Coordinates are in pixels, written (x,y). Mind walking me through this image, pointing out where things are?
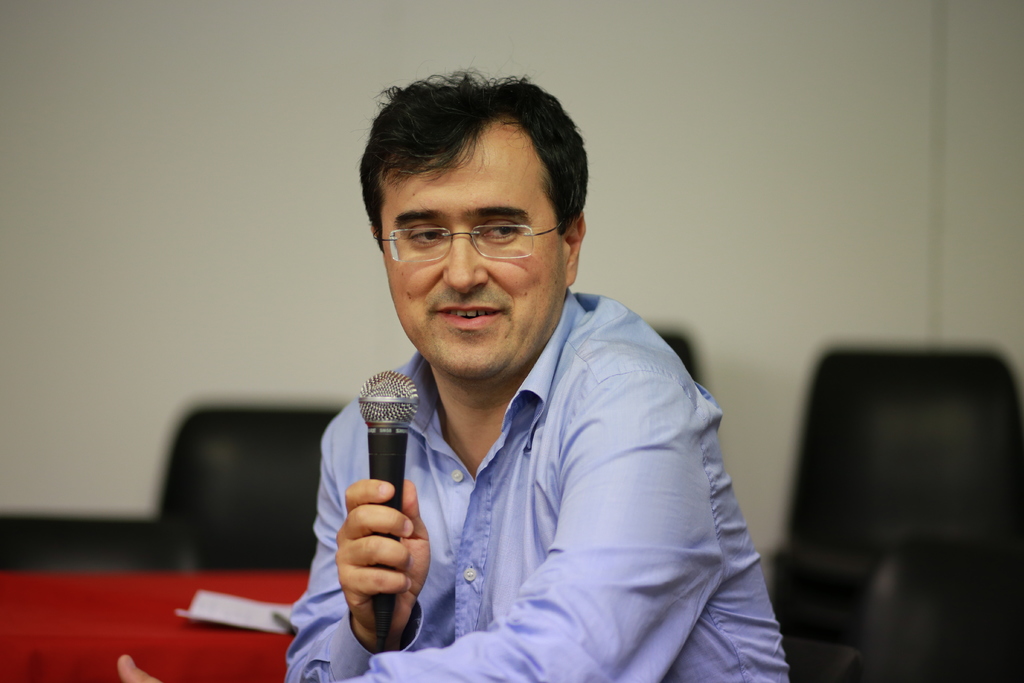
In this image there is a man (538,202) wearing a spectacles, and holding a microphone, sitting in the chair (854,665), near the table (120,625) and the back ground (34,244) there is a wall (49,245).
